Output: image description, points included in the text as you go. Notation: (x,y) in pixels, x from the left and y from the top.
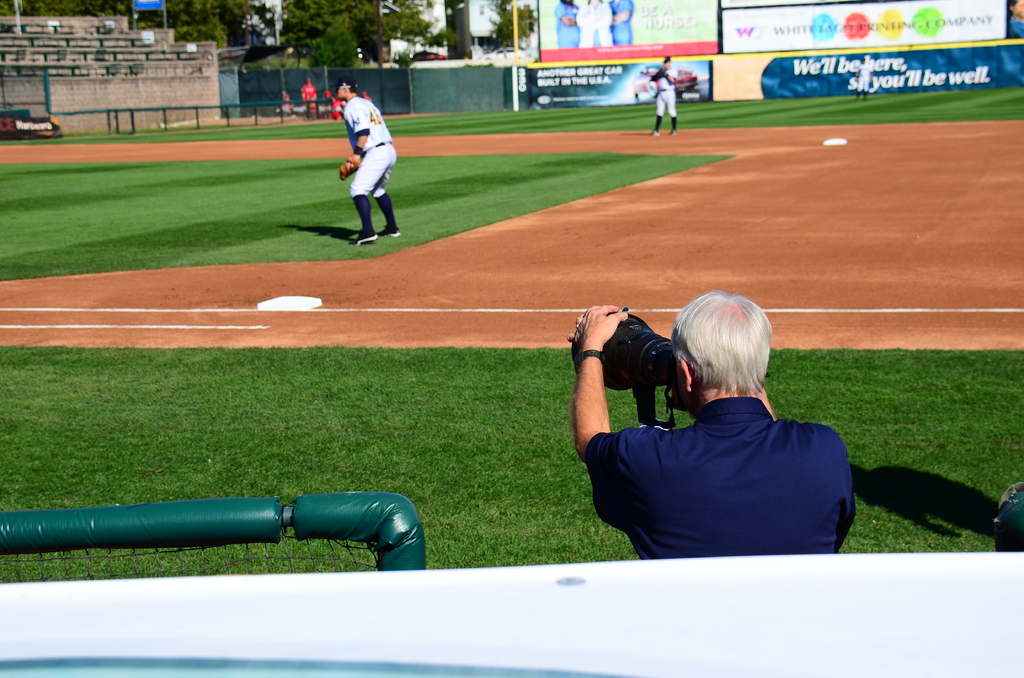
This image is clicked in a baseball ground (368,356). At the bottom (657,520), there is a man (711,473) holding a camera (617,375). In the middle (357,238), there is a man (384,198) wearing white dress (351,186) is playing baseball. In the background (676,12), there are banners (651,67) and posters (825,64) along with a wall (178,72). At the bottom (173,459), there is green grass (209,459).
